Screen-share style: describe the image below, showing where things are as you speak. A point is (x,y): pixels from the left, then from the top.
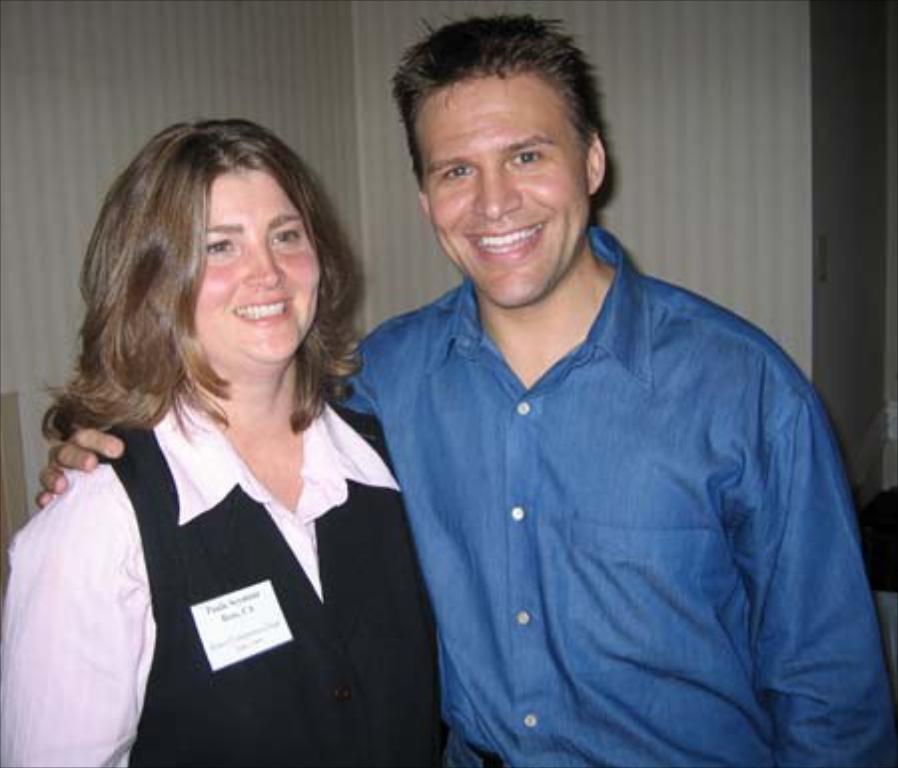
In this image I can see two persons (322,432) standing. The person (535,518) at right (691,540) is wearing blue color shirt (675,639) and the person (393,599) at left (297,591) is wearing black and white color shirt (170,583) and the background (213,42) is in white and gray color.
